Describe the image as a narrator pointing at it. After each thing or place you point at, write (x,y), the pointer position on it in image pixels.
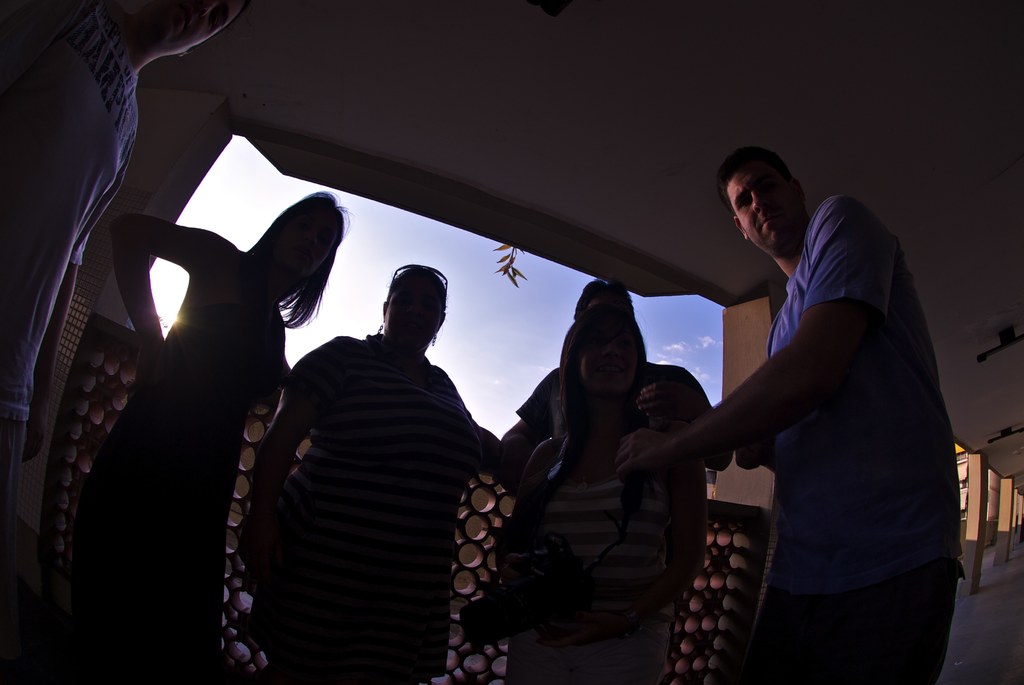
In this picture we can see a group of people (225,538) and in the background (761,555) we can see pillars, roof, sky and some objects (700,585).
